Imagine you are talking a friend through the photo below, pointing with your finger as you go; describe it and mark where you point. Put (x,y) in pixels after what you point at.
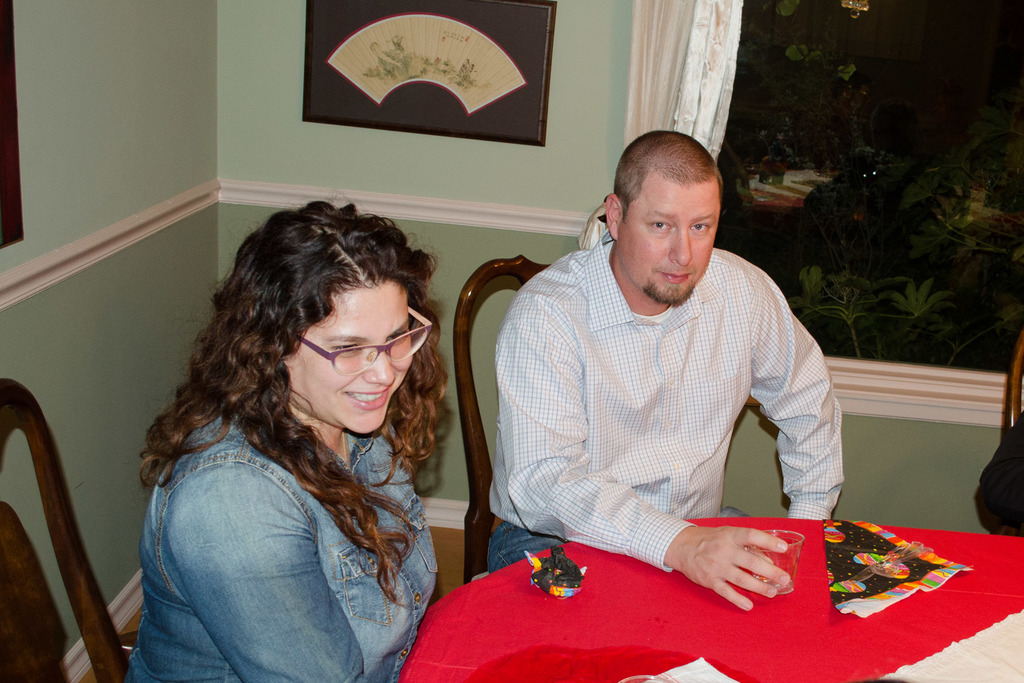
We can see a frame (417,123) over a wall (408,150). This is window (794,216), curtain (715,128). Through window (914,234) we can see plant (918,241) and trees (925,183). Here we can see a man (598,463) and a woman (424,436) sitting on chairs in front of a table (890,634) and on the table (901,625) we can see a paper (864,591), glass (776,562). This woman (373,381) wore spectacles (360,347) and she is smiling.
